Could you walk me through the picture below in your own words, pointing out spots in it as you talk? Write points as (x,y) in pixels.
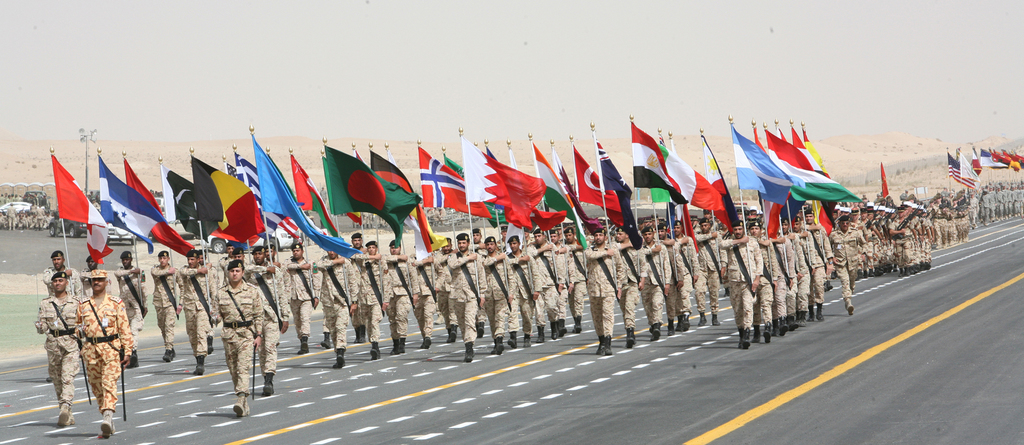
In this image I can see group of people (822,273) holding few flags (683,159) and the flags (331,206) are in multi color and the persons (126,326) are wearing military dresses (99,342), background I can see few vehicles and the sky (490,50) is in white color.
